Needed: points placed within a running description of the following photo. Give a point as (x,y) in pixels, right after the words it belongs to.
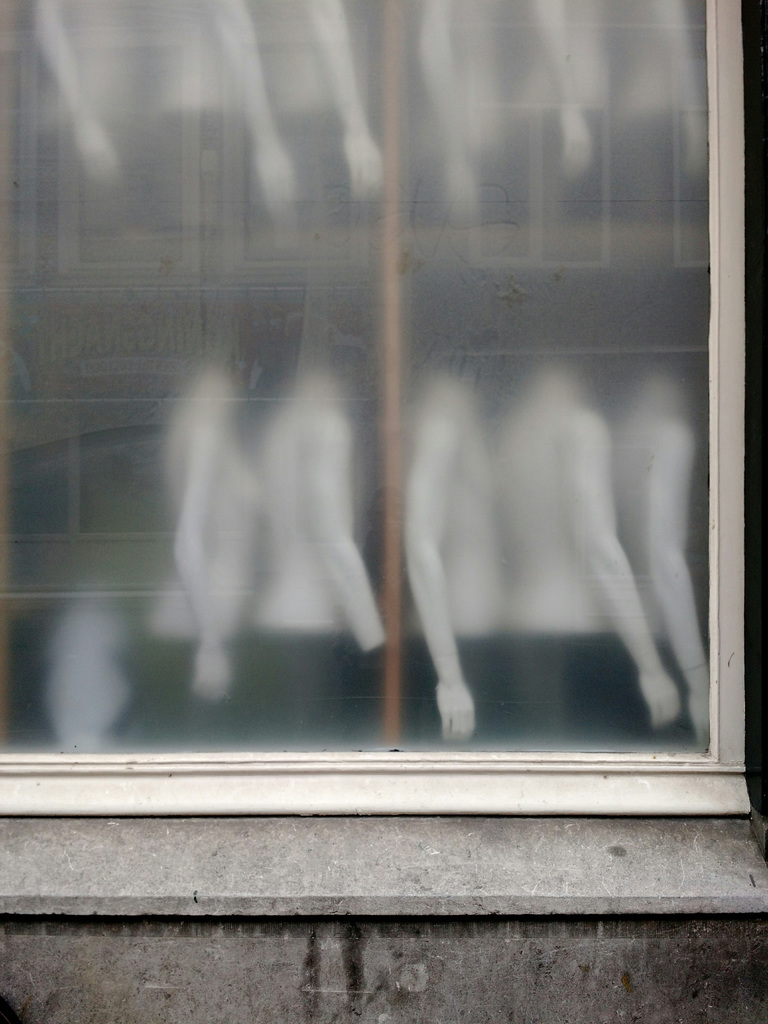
In this picture we can see a glass (387,442) and mannequins (342,487).
